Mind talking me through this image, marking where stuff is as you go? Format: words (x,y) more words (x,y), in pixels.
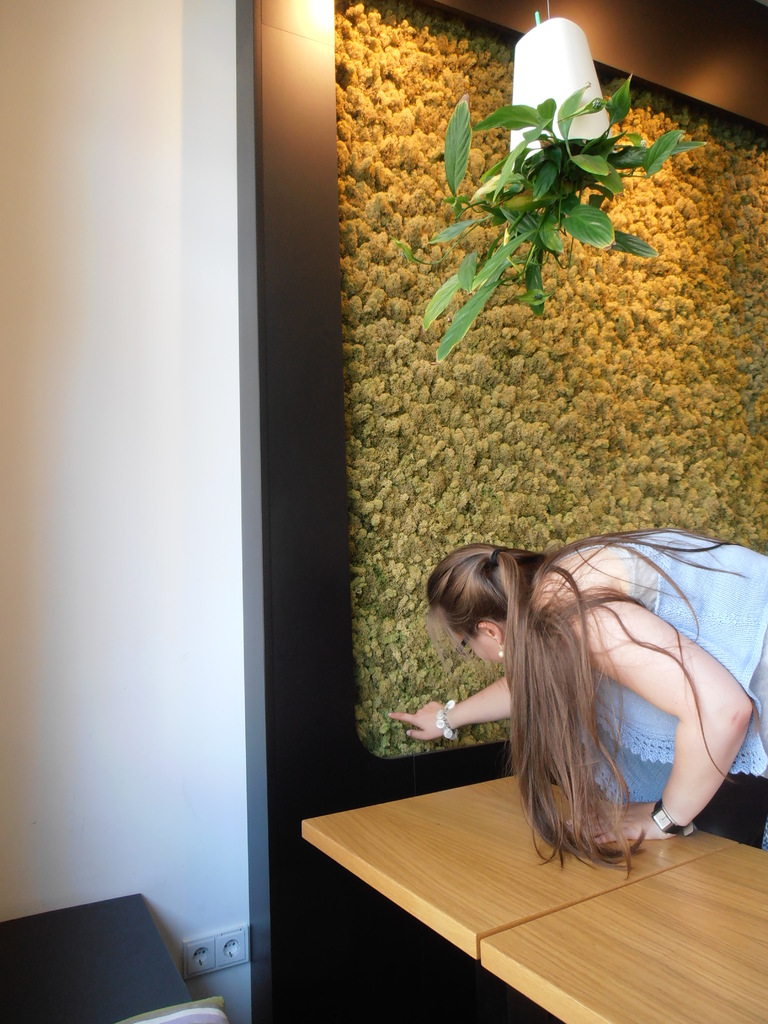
In the right corner (609,715) we can see one lady (603,696) in front of her there is a table (493,902). Coming to the background (234,297) we can see the wall (184,168) and pot (543,90).
